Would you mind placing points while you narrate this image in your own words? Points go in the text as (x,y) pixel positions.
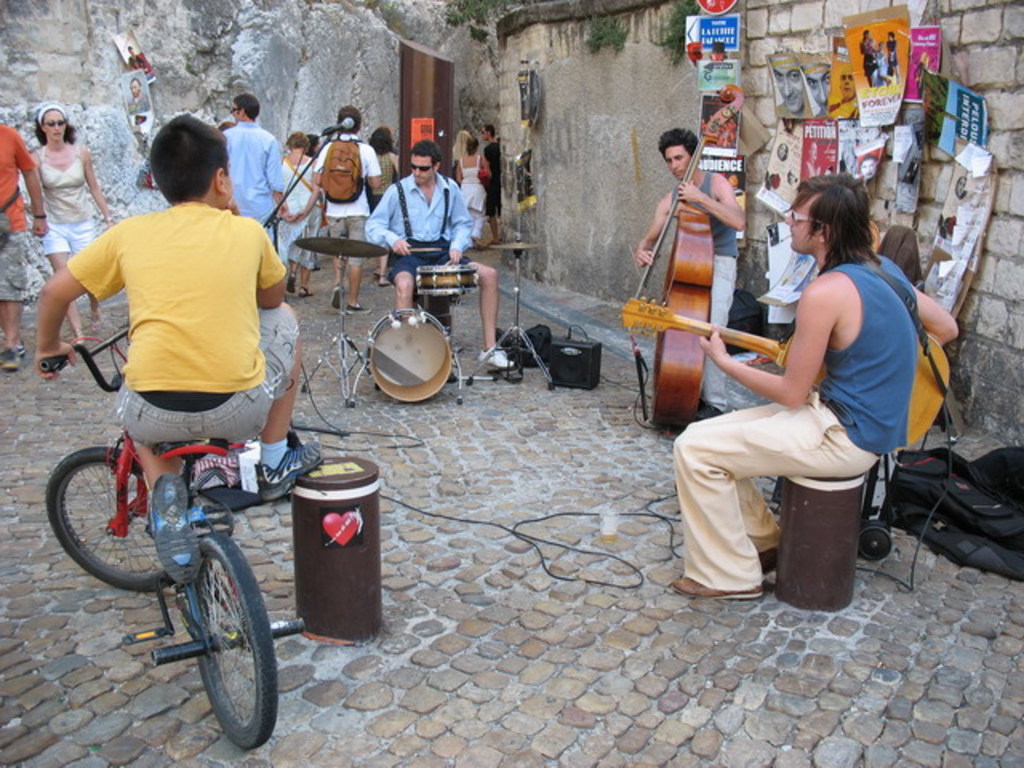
Here in this picture there are some people (145,268). To the left corner (202,349) there is a boy (201,363) sitting on the cycle (200,581), he is keeping his right leg (270,456) on the log (331,547). And to the right corner (821,401) there is man (836,438) sitting on the log (827,515) and playing guitar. There are some poster (895,128) to the right corner of the wall (836,110). And there is man (705,195) standing and playing double bass (692,265). In the middle (490,327) there is a man (433,255) with blue shirt (420,234) is sitting and playing drums (450,273). Behind that man (391,202) there are some people (308,191) walking. There is a man (362,181) with white t-shirt (365,196) is wearing a orange color bag (346,179). To the left most corner (26,221) there is a man (10,192) with orange t-shirt (10,192) is walking near the girl (65,191) who is wearing a white top (65,204).
